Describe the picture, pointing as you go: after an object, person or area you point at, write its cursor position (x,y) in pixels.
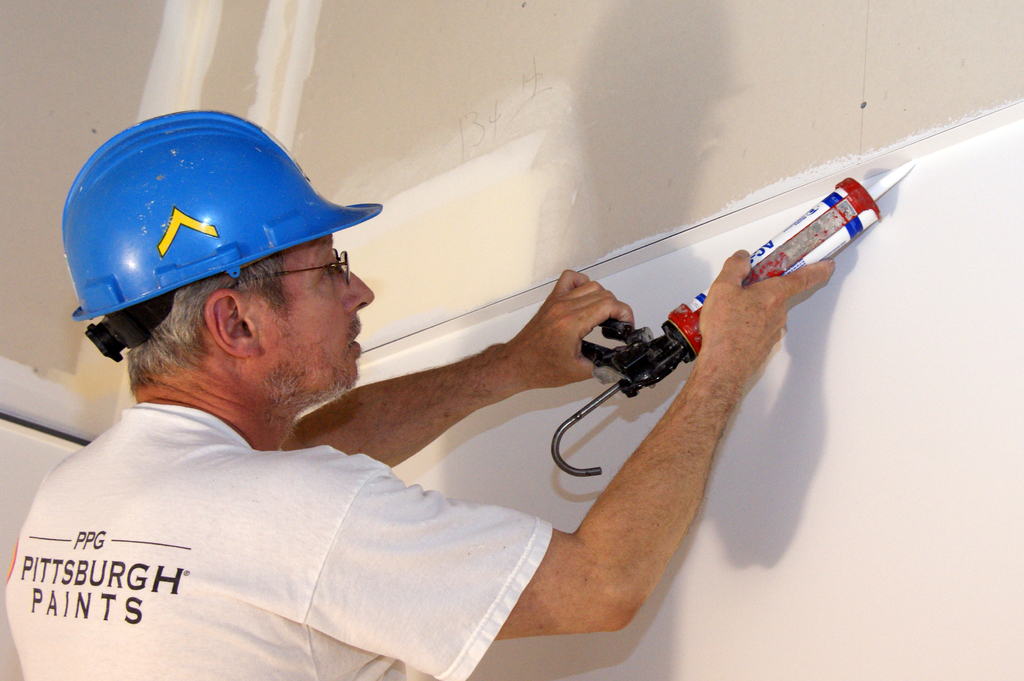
In this image I see a man (420,372) over here who is wearing white color t-shirt (199,484) and I see something is written over here and I see that he is wearing blue color helmet (197,175) and I see that he is holding a thing (845,227) in his hand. In the background (948,240) I see the wall (741,235).
